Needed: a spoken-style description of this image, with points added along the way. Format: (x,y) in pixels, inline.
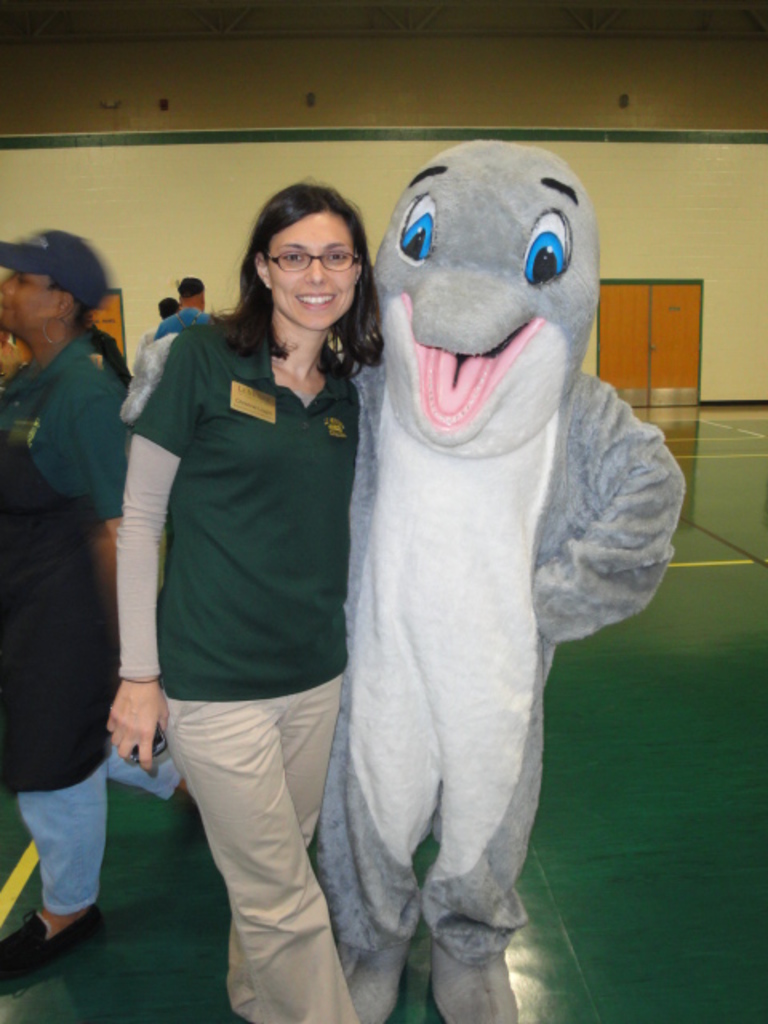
In this image I see 2 women (200,466) and a person (487,667) who is wearing a costume (469,458) and I see that this woman (316,464) is smiling and I see the green color floor (695,410) on which there are yellow lines (709,564). In the background (102,111) I see the wall (102,111) and I see the doors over here.
